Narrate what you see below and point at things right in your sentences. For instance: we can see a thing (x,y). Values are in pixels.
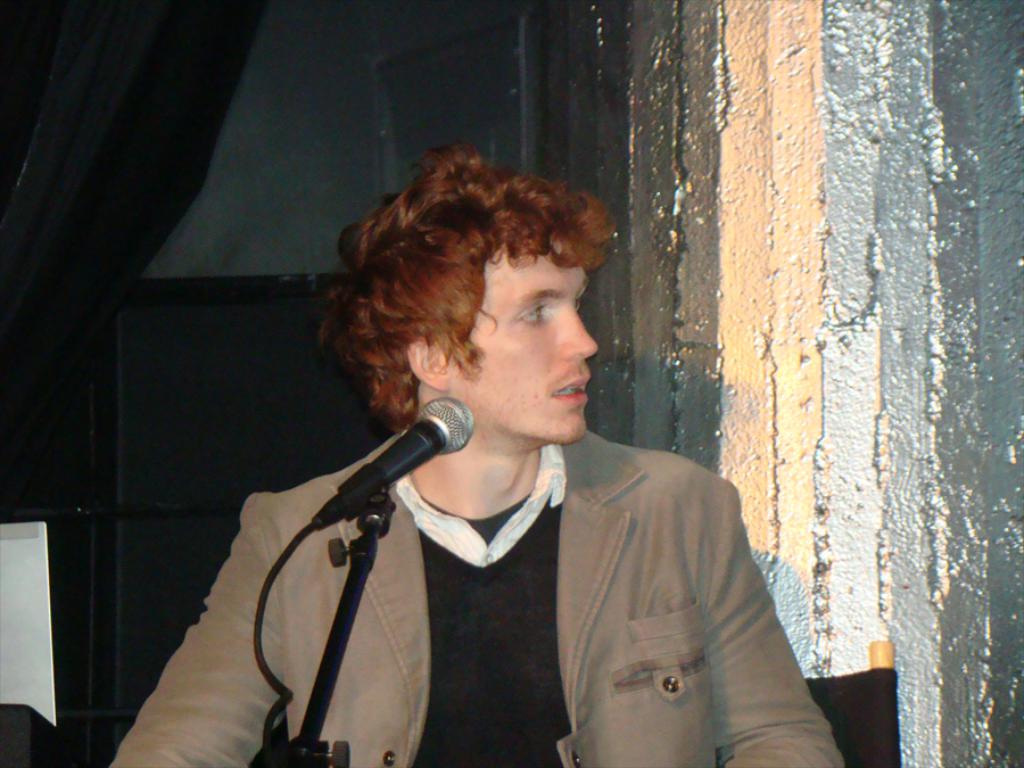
A man (521,509) is sitting near the microphone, he wore a coat (618,669). On the right side (844,225) it is a wall (835,293).
